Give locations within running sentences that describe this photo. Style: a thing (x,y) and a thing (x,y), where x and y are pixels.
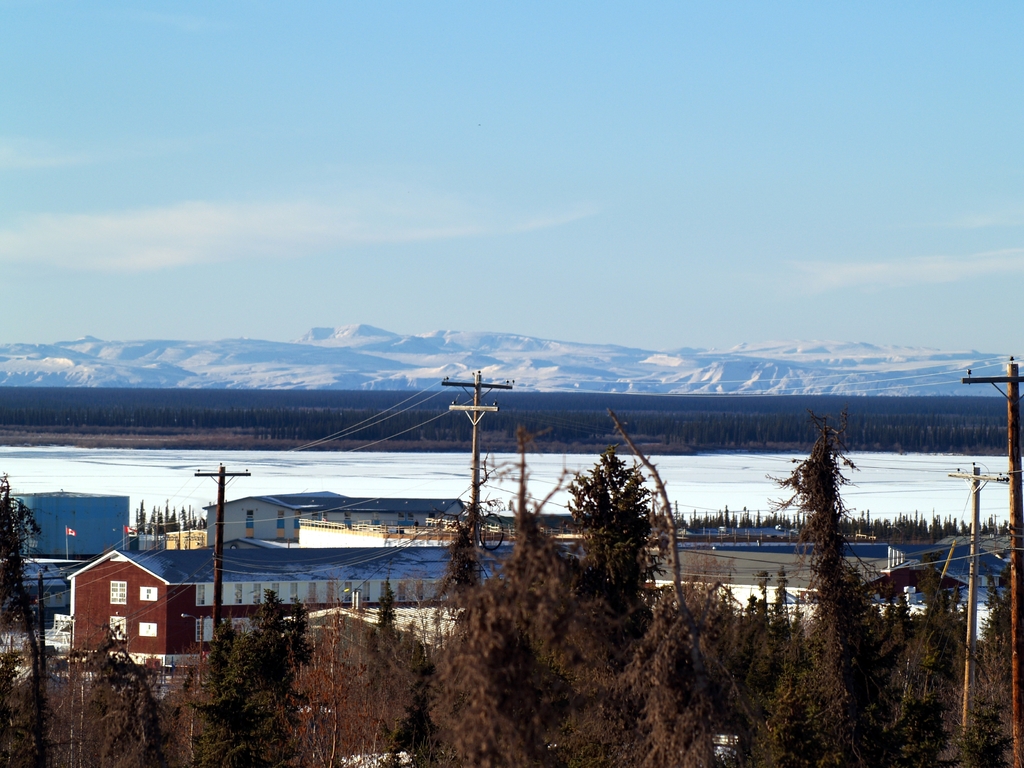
In the image we can see, on the top (739,122) there is a sky (498,136), snow hill (377,350). In the front (720,646) there are some trees (531,581) and four current poles (452,405). Two on the right (970,576), one in the middle (452,405) and one on the left (222,539). Behind this pole (219,591) there is a house (166,597). This house (165,603) is in red color and it has blue color roof top (260,565). Behind this house (156,592) there are three more houses (246,522). This is the first, second and third.
